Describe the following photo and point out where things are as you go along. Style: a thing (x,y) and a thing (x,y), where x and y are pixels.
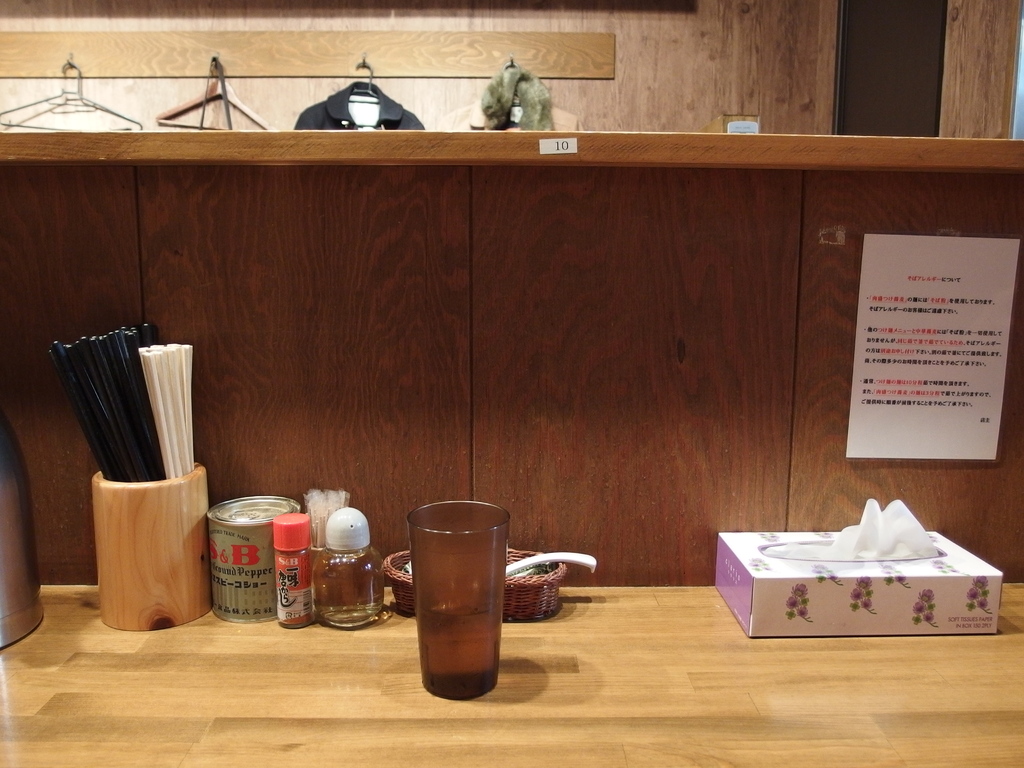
In this picture we can see a glass (475,561), box (965,595), and a bottle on the table (776,708). And this is poster (903,336).
